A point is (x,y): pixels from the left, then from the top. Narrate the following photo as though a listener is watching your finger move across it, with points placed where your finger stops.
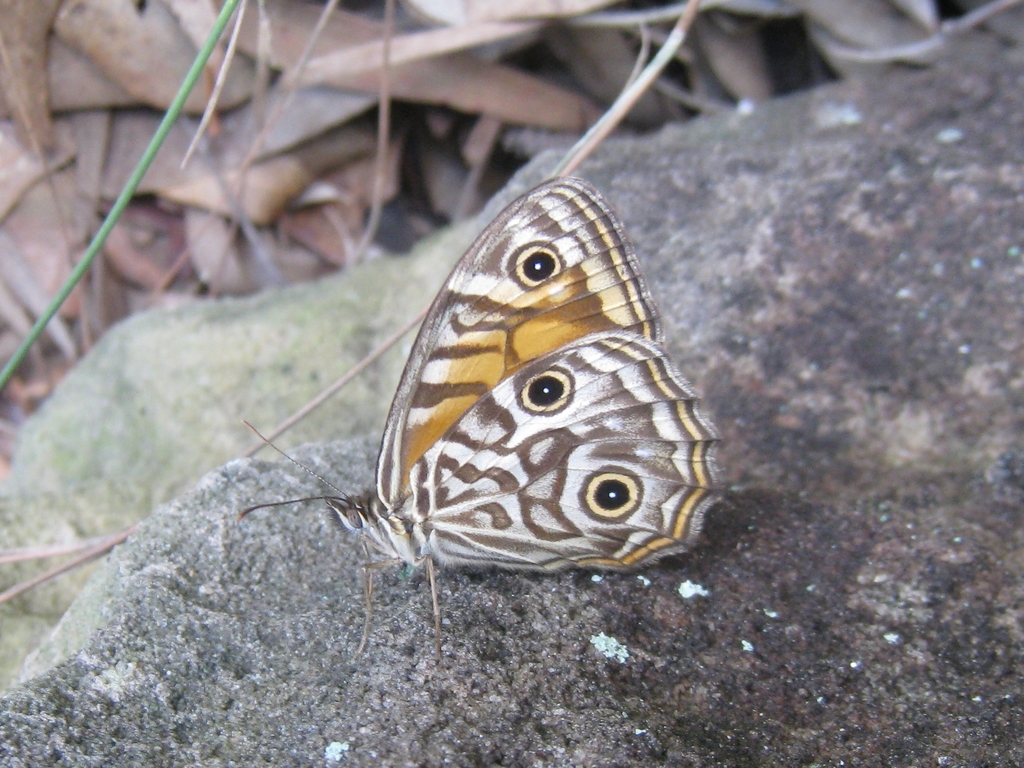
In this image we can see a butterfly (473,455) on the stone (313,604).
